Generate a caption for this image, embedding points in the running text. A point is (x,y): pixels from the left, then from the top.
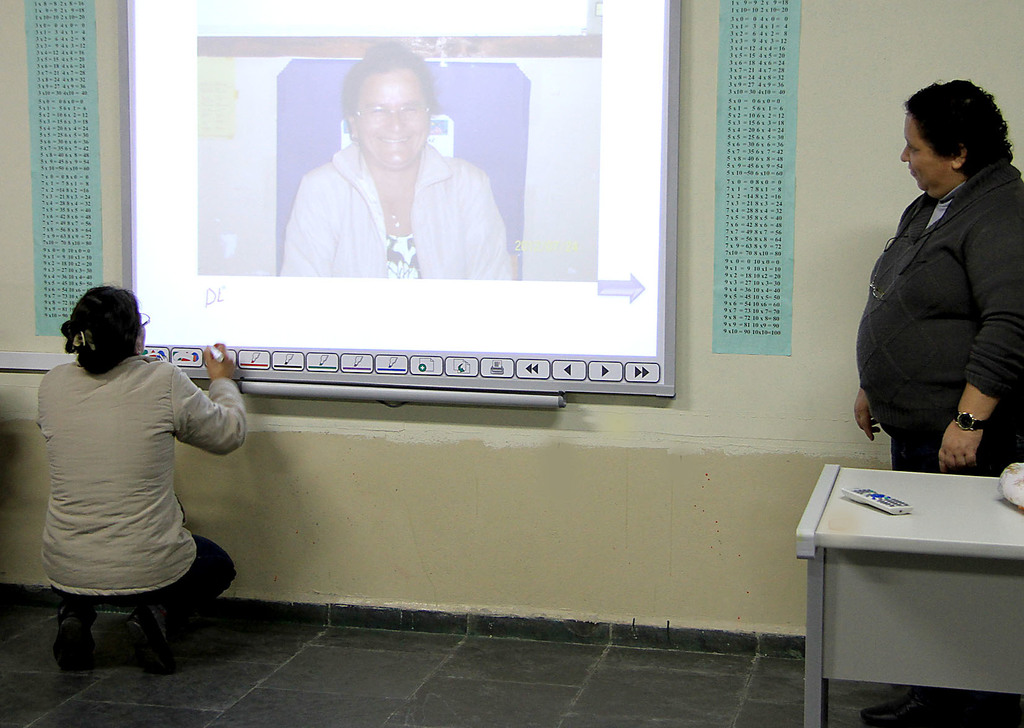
In this picture we can see a person (867,320) is standing on the floor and in front of the person (918,430) there is a table (924,519) and on the table (901,519) there is a remote control (867,494). On the left side of the person (860,389) there is another person (56,532) is in squat position and in front of the person (120,450) there is a projector screen (266,271) and a wall (823,95).
